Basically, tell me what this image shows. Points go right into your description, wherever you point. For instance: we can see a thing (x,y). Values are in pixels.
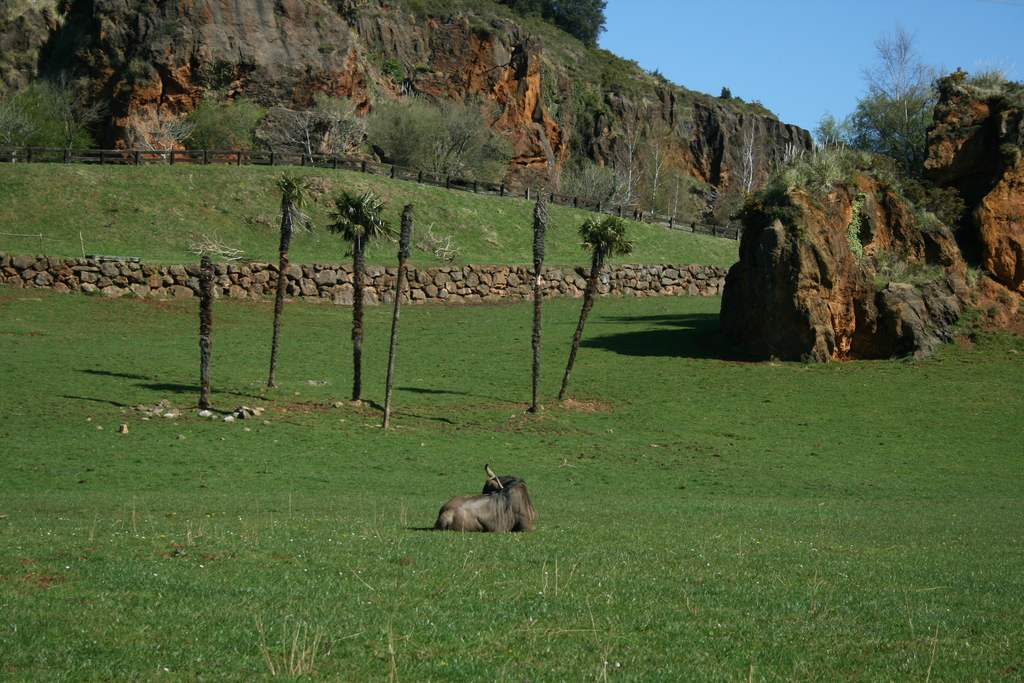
The picture is clicked in a park (448,186). In the foreground (497,503) we can see grass (457,565) and an animal (474,498). In the middle (587,331) there are trees (361,277) and grass (176,325). At the top (584,146) there are trees (906,112), mountain (590,98) and sky (768,38).
